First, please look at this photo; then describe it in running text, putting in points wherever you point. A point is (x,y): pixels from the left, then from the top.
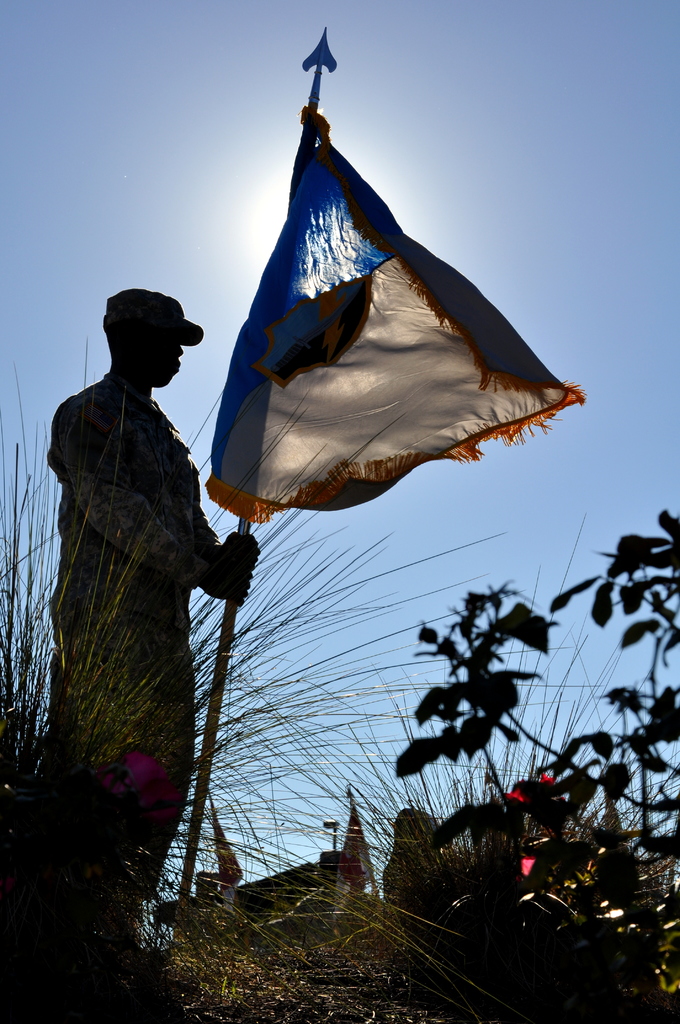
In this picture there is a soldier (170,529) standing and holding a rod (234,615) which has a flag (298,455) attached to it and there are few plants (400,856) beside him.
